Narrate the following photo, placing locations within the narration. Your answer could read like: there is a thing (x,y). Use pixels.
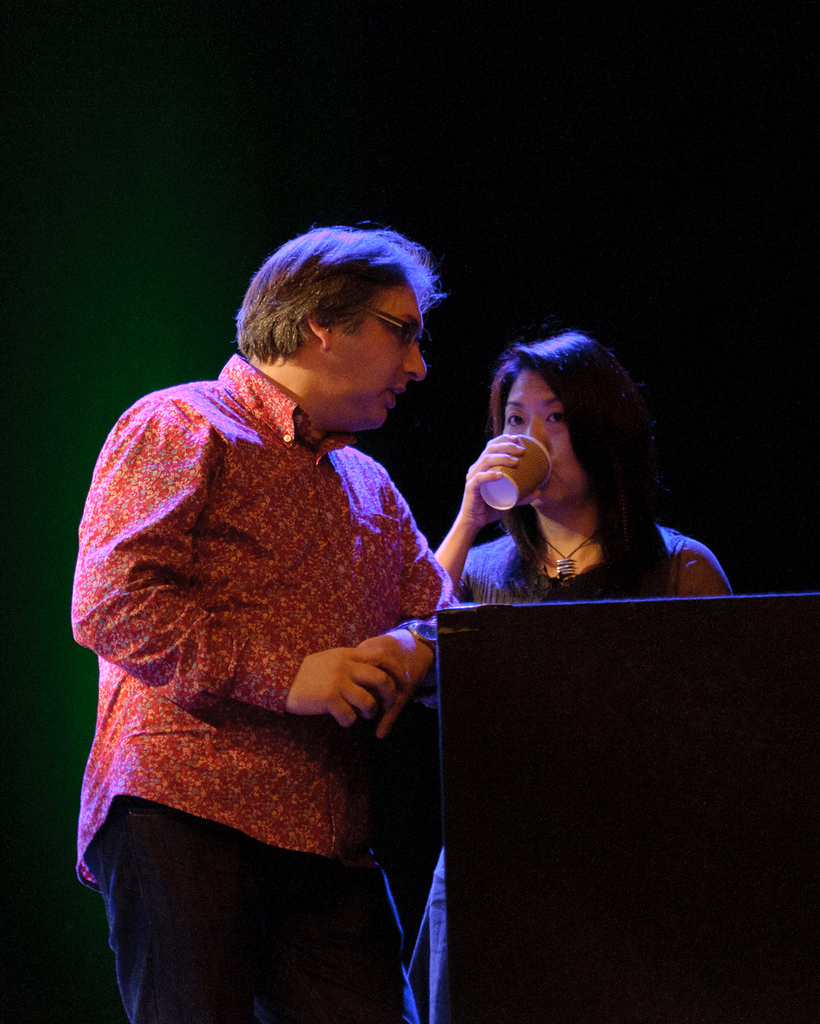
Here a man (302,652) is standing, he wore a shirt (237,652), trouser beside him there is a woman (607,445) standing and drinking with the glass (498,492).
